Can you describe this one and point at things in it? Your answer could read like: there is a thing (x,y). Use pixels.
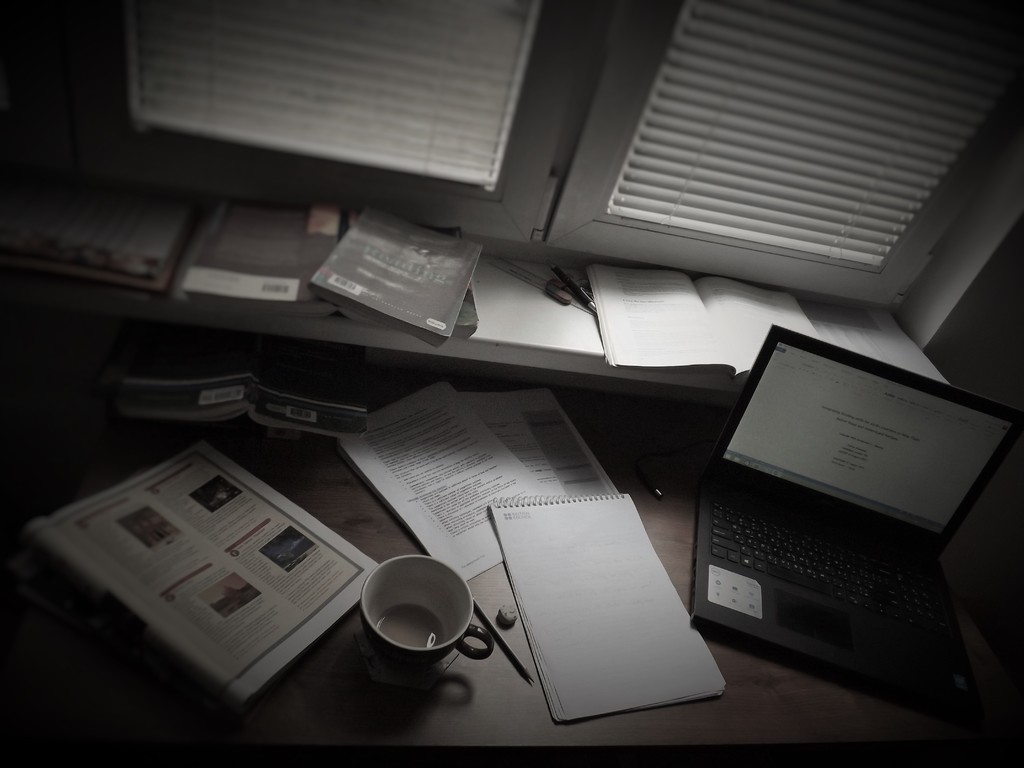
In the foreground of the image (318,635) we can see a laptop (903,613), a group of papers (574,554), books (287,385), cup (446,603), a pen (501,647) and some objects (509,610) are placed on the table (318,667). In the background (689,344), we can see a window (514,233) and a group of books (608,270) placed on the rack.
